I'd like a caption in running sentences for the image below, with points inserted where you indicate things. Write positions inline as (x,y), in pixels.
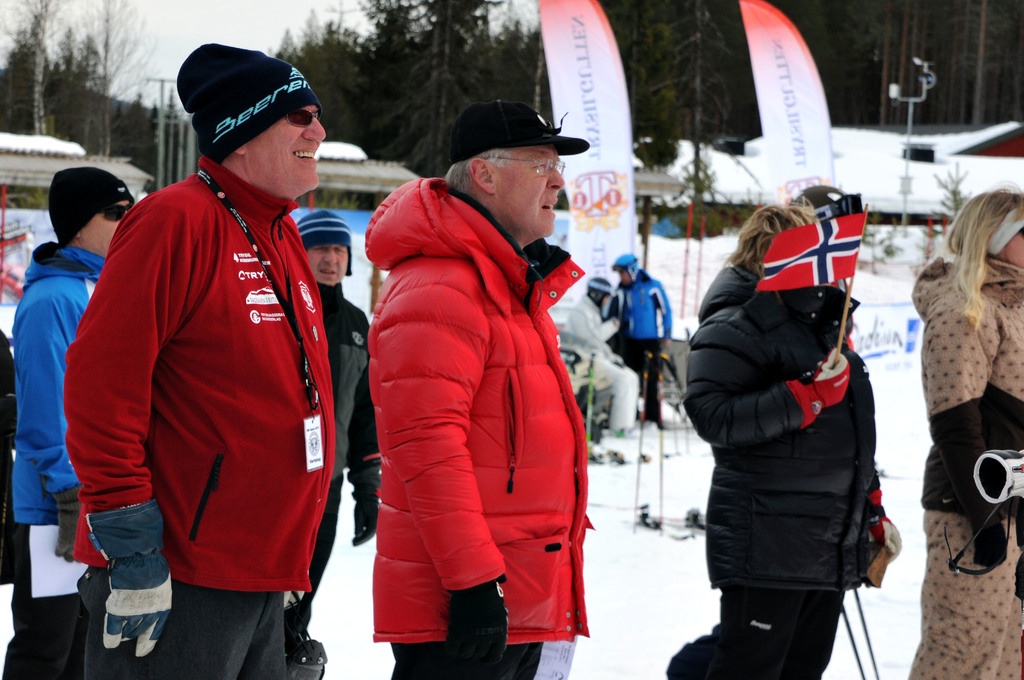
In the picture we can see four men (169,270) are standing on the snow surface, they are in hoodies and jacket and caps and beside them, we can see two women (935,553) are standing with jackets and one woman (732,679) is holding a flag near to her face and behind them, we can see two people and some flags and far away from it we can see poles (3,209), trees (874,46) and a part of the sky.
